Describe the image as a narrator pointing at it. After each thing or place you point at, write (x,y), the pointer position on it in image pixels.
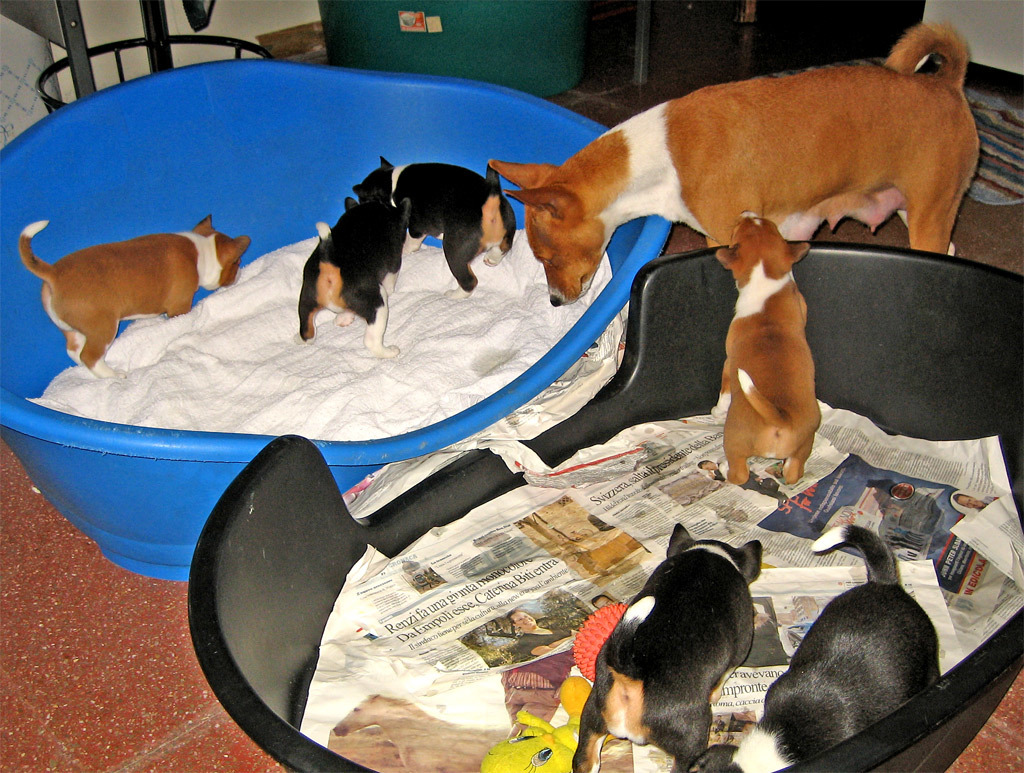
In this picture we can see tubs (239,613) on the floor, here we can see dogs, newspapers (456,604), clothes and some objects (4,62).
